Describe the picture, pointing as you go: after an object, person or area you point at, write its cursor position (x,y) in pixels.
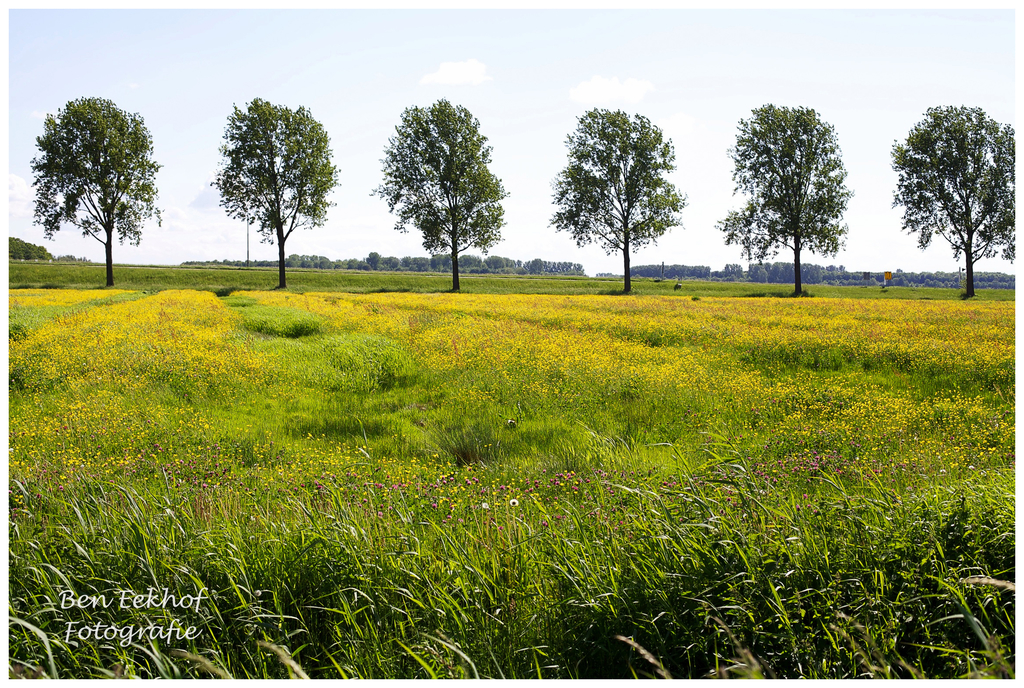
This picture is clicked outside. In the foreground (706,425) we can see the grass (342,391) and plants (517,299). In the background (703,85) there is a sky (710,99) and we can see the trees (62,160). In the bottom left corner (156,598) there is a text (172,598) on the image.
